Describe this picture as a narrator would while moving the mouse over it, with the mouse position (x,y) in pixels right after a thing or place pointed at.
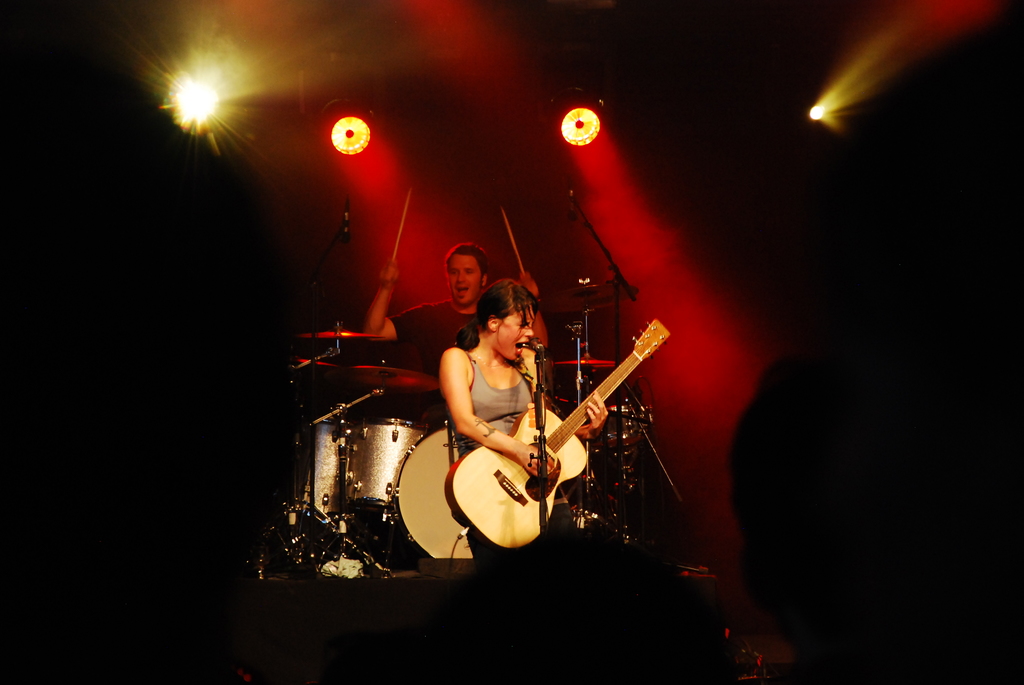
Here we can see a woman (490,350) standing and singing, and holding guitar (613,372) in her hands (604,415), and at back (445,332) a person (443,319) is holding sticks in his hands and playing musical drums (378,452), and here are lights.
